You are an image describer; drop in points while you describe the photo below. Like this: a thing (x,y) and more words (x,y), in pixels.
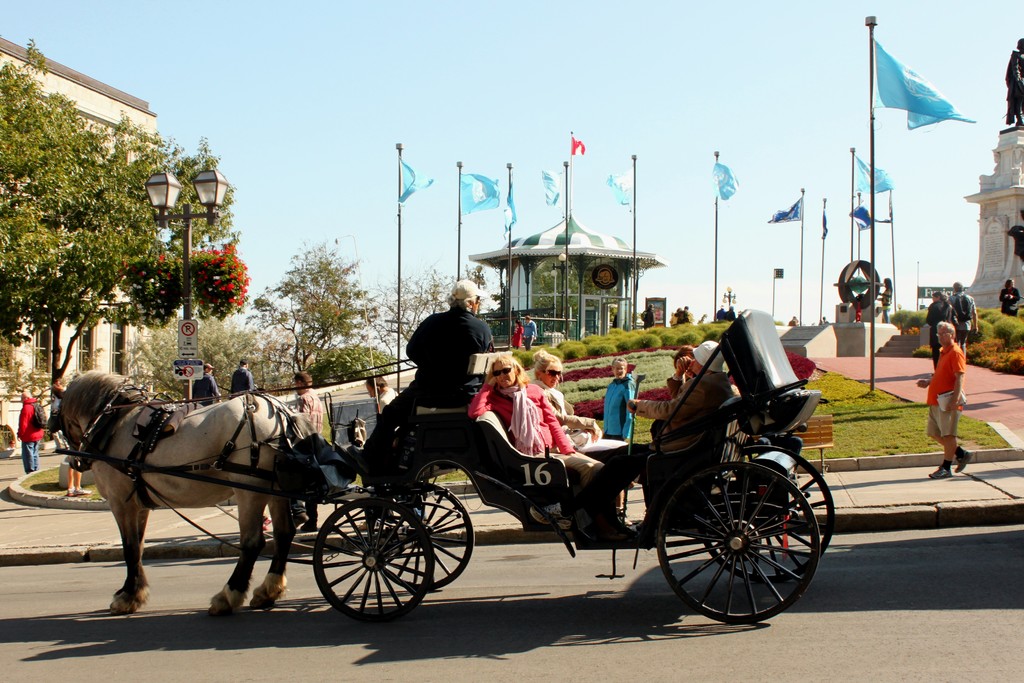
In this image we can see people (698,434) sitting in the horse drawn vehicle (652,467) on the road (563,614). In the background (13,355) we can see the building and also the house (569,259) for shelter and a monument (1020,204) on the right (1020,185). Image also consists of trees (84,238) and also flags (477,190). We can also see the light pole (189,240). Grass (861,434) is also visible in this image. At the top (382,74) there is sky (354,42).
